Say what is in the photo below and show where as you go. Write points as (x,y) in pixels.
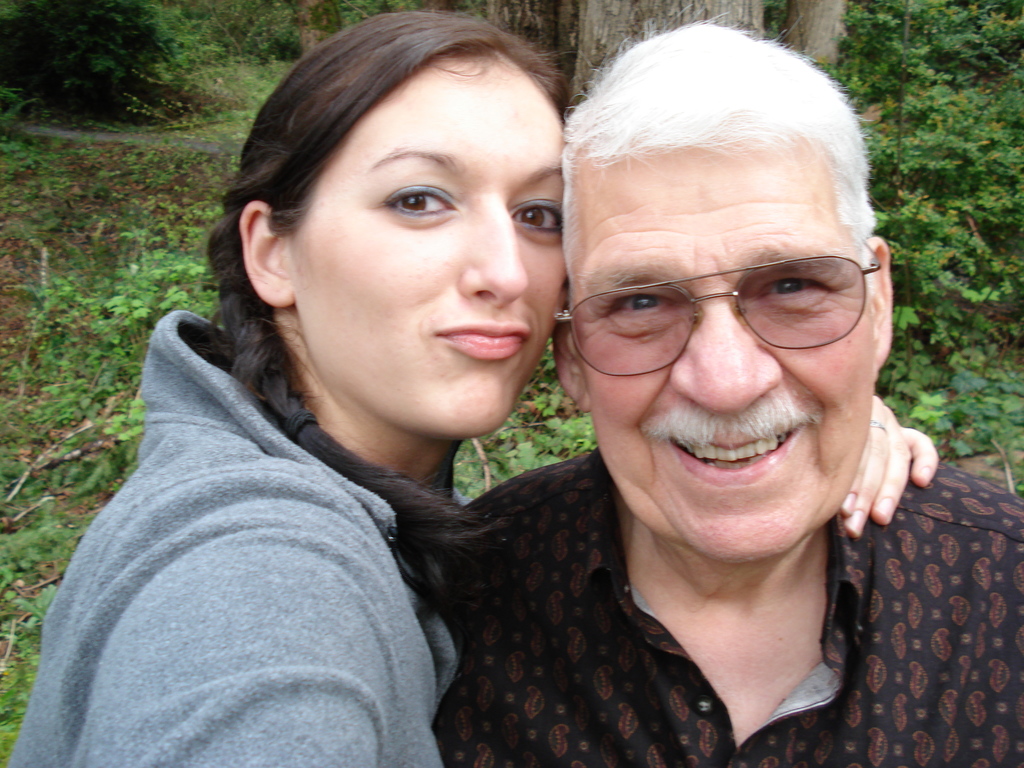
In this picture we can see two people (541,515) smiling and a man (669,295) wore spectacles (617,319). At the back of them we can see plants (283,49) and trees (971,261) on the ground (113,442).
